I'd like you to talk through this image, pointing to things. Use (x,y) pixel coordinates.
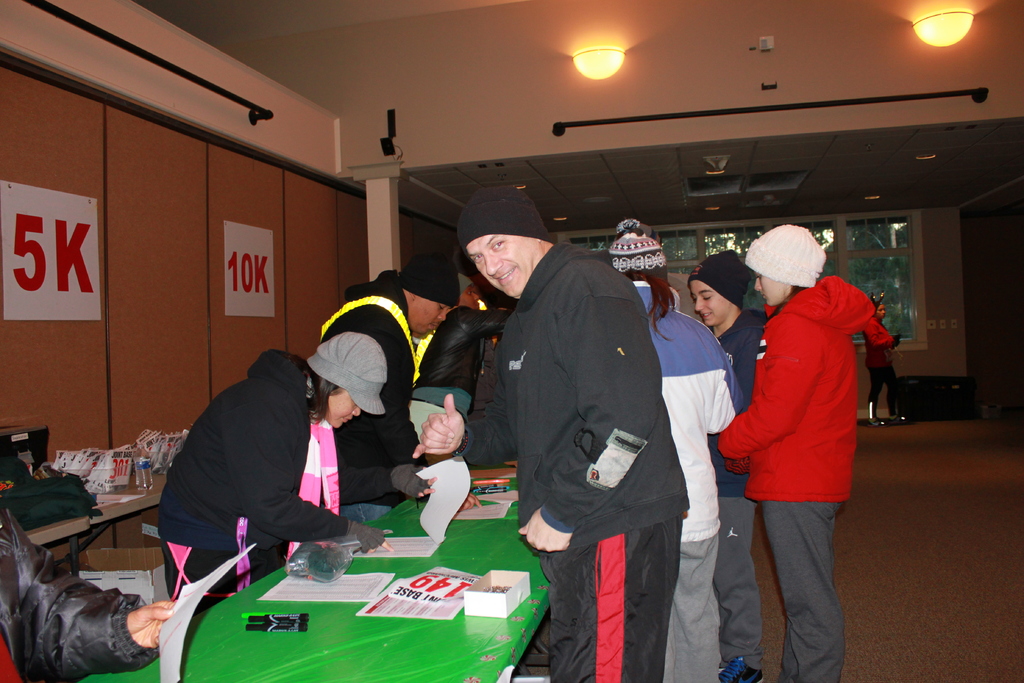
In the center of the image (454,361) we can see many persons (182,529) at the table (314,602). On the table (335,606) we can see markers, papers (329,595). On the left side of the image (19,262) we can see posters (230,270) on the wall (161,317). In the background (869,245) we can see windows (873,248), persons (851,372) and wall (938,247).
